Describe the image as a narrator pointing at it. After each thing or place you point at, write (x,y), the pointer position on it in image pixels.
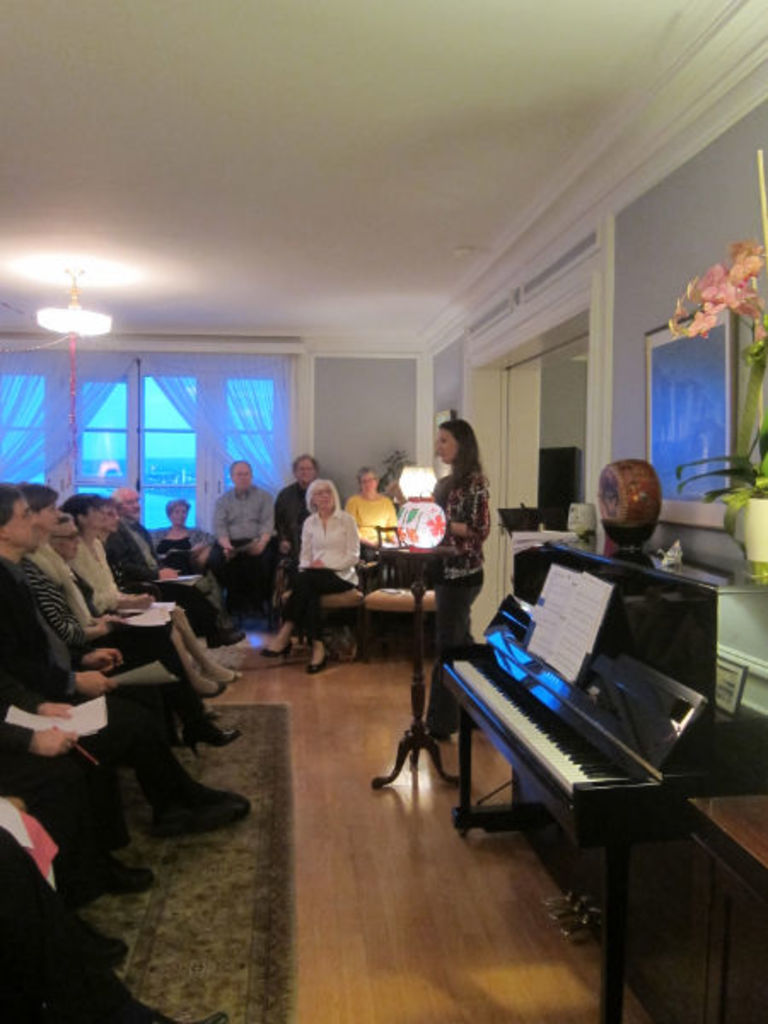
there are many people (221,541) sitting on the chair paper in their hands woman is talking there is a piano (506,704) near to the women (465,466).
